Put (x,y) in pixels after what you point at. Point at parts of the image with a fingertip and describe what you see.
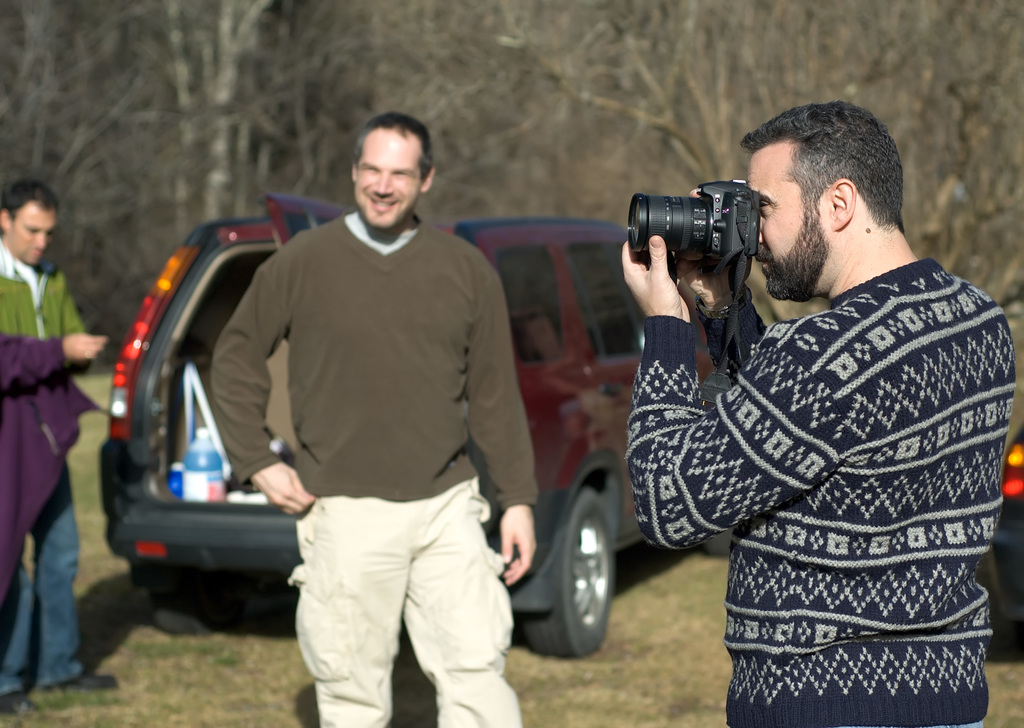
Here we can see a person (804,557) standing and holding a camera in his hands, and at beside a person (371,312) is standing and smiling, and at back (571,236) here is the car (520,272), and here are the trees (398,47).
